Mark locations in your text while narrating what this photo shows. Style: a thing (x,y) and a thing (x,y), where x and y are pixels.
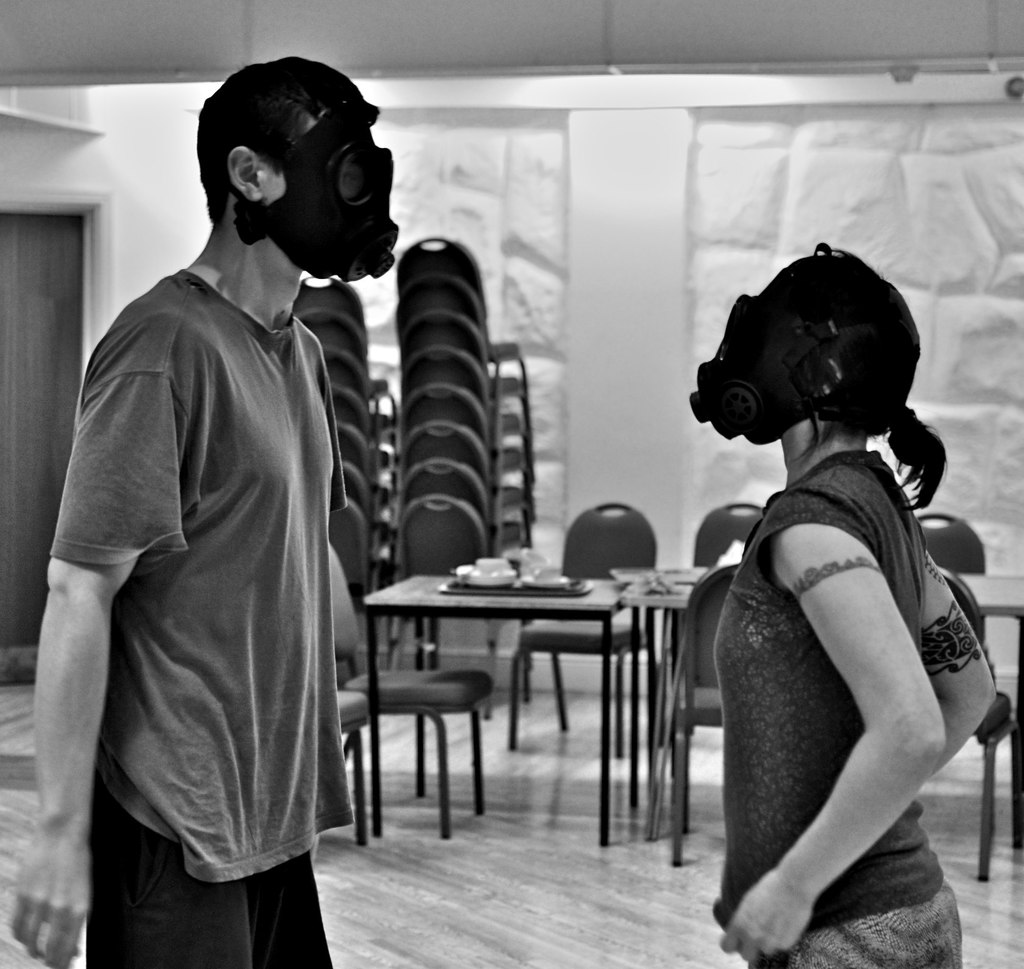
This image is taken inside a room (635,332). In this room (555,238) there are two persons (896,524), a man (65,753) and a woman (973,691). In the left side of the image (262,70) a man (264,135) is standing wearing a mask (306,179) to face (306,179). In the right side of the image (732,955) a woman (876,946) is standing wearing a mask (853,344) to her face (813,419). At the background (331,343) there are many empty chairs (383,505), tables (564,614) and few things (555,572) on it and a wall (684,231). At the bottom of the image (368,816) there is a floor (664,882).
